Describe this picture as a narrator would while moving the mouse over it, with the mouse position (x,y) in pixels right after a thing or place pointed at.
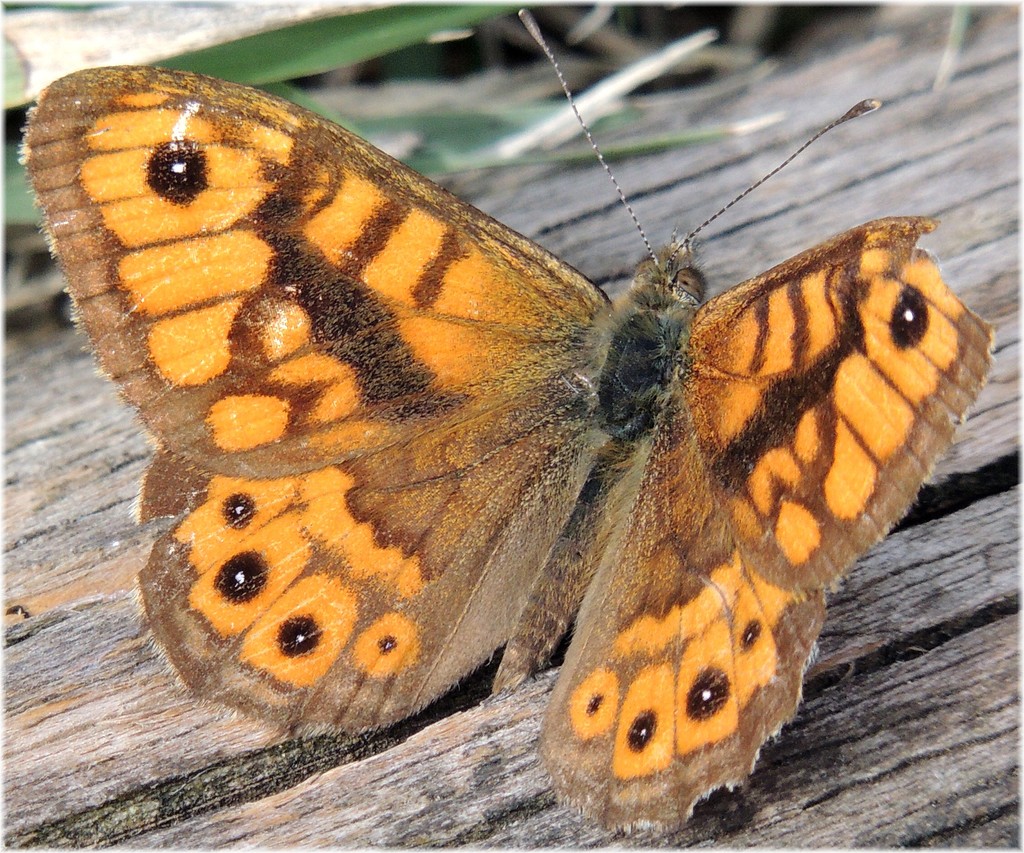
In this image we can see a butterfly (602,304) on the wooden surface (475,729).
